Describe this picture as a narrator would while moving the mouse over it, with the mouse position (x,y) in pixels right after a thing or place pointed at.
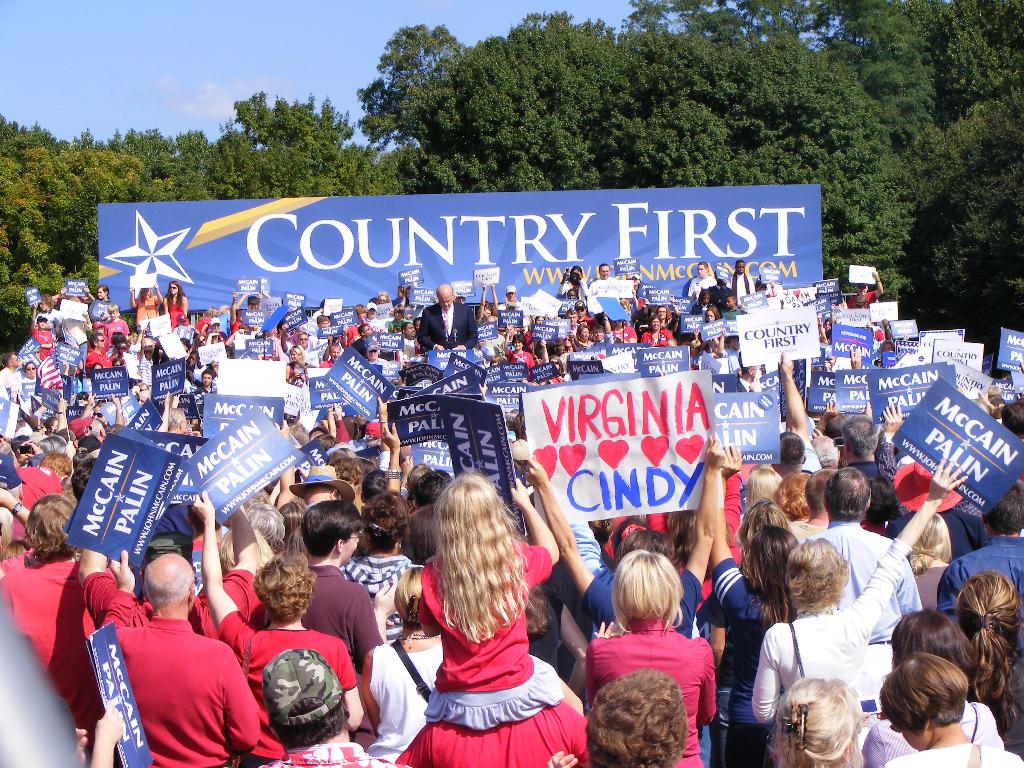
In this picture I can see many people (228,561) were holding the posters (612,489) and banners (431,387). In the back (440,315) there is a man (459,326) who is wearing suit (435,328). He is standing in the center of this group (527,510). In the background (605,84) I can see the banner (531,232) and many trees (985,203). At the top (298,38) I can see the sky (284,38) and clouds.
